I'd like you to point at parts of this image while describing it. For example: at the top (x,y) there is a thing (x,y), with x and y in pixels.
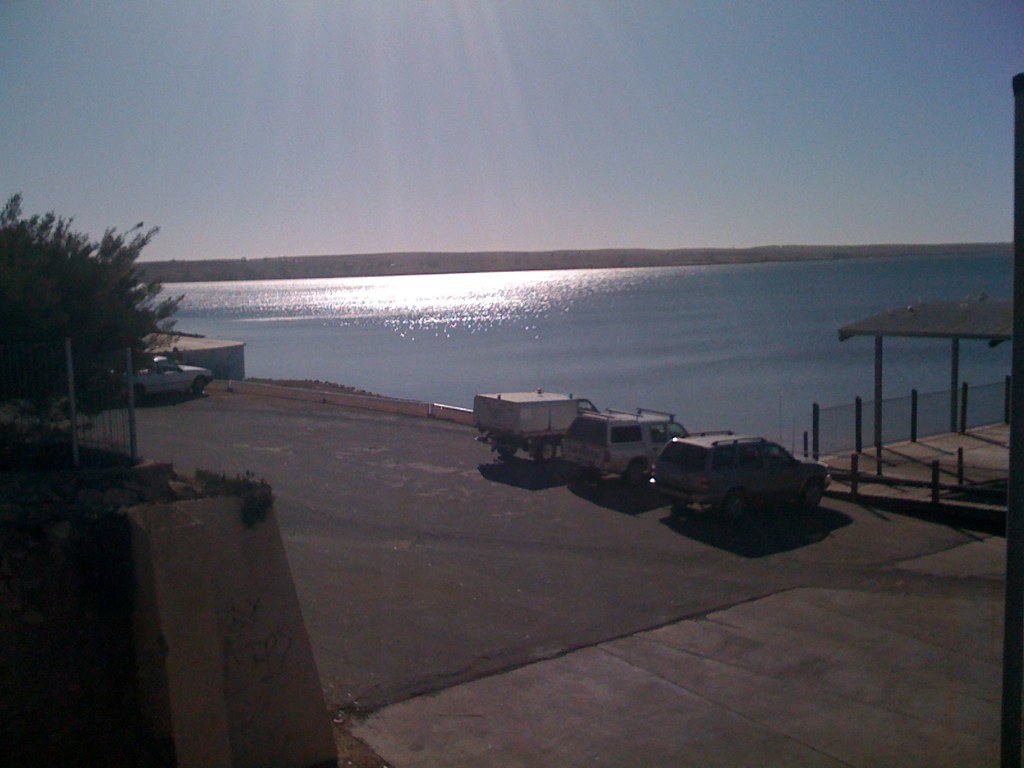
In this image in the center (674,476) there are cars (197,386) on the road (446,447). On the left side (80,382) there are trees (96,329). On the right side (968,334) there is a shelter (983,334). In the background (591,333) there is water (639,344).
